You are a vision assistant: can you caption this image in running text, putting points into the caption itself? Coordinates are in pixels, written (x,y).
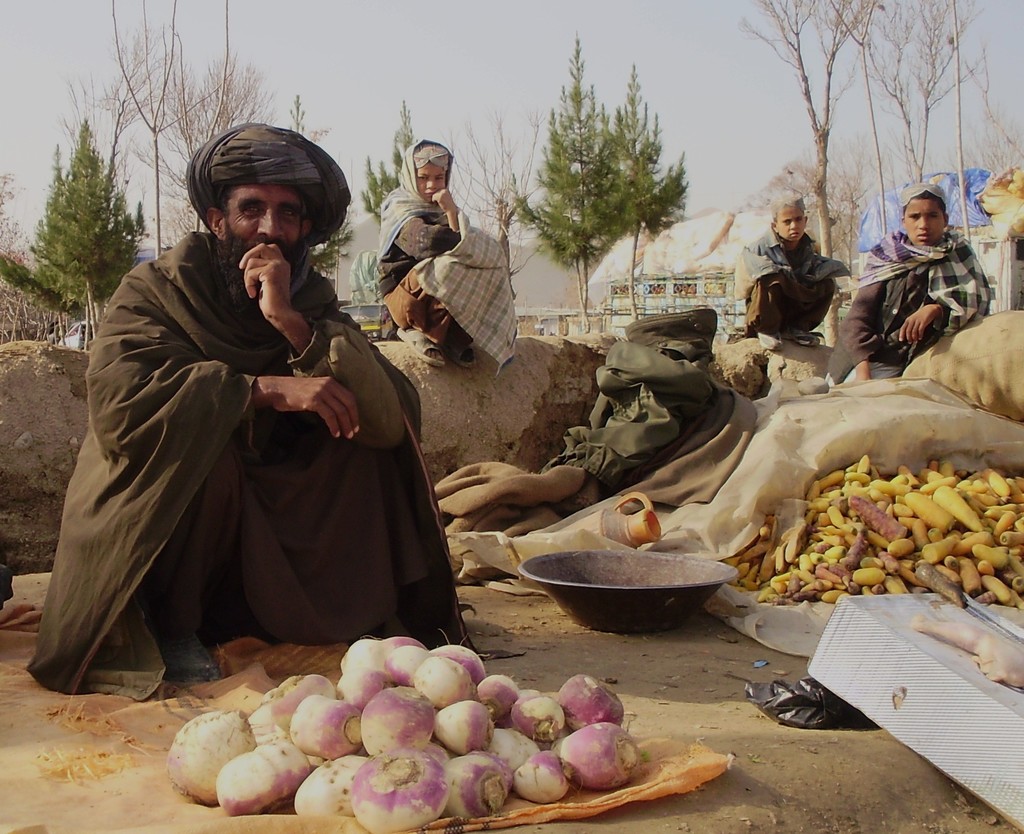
In the image in the center (437,343), we can see a few people (294,392) are sitting. And we can see vegetables (293,685), bags (904,411), one mug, bowl (625,586), box (857,642) and a few other objects (783,621). In the background (422,102) we can see the sky (444,16), trees (961,43) and buildings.
